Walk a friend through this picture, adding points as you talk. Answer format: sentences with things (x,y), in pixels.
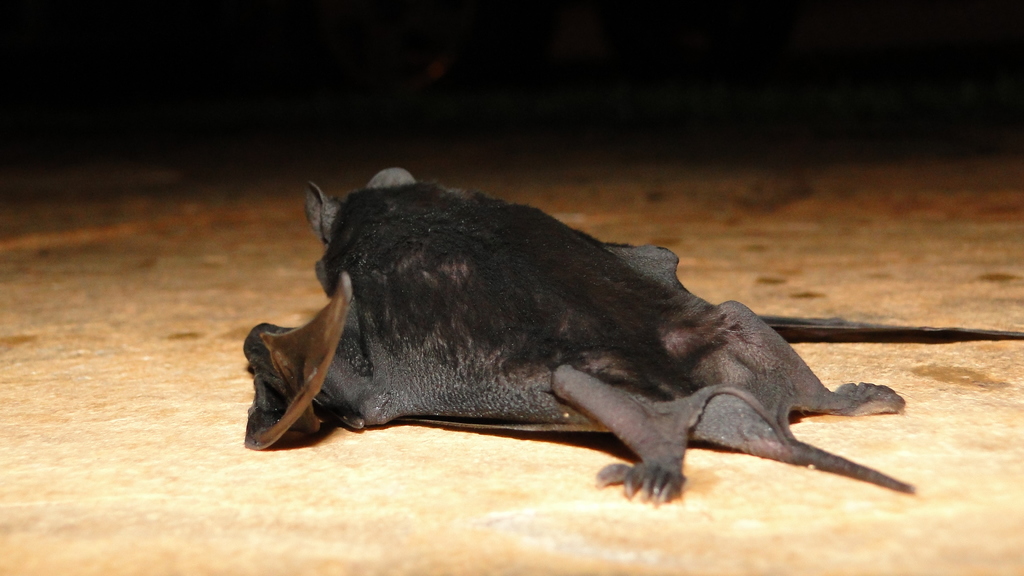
In the picture I can see bat (261,383) which is on the floor (181,443).
